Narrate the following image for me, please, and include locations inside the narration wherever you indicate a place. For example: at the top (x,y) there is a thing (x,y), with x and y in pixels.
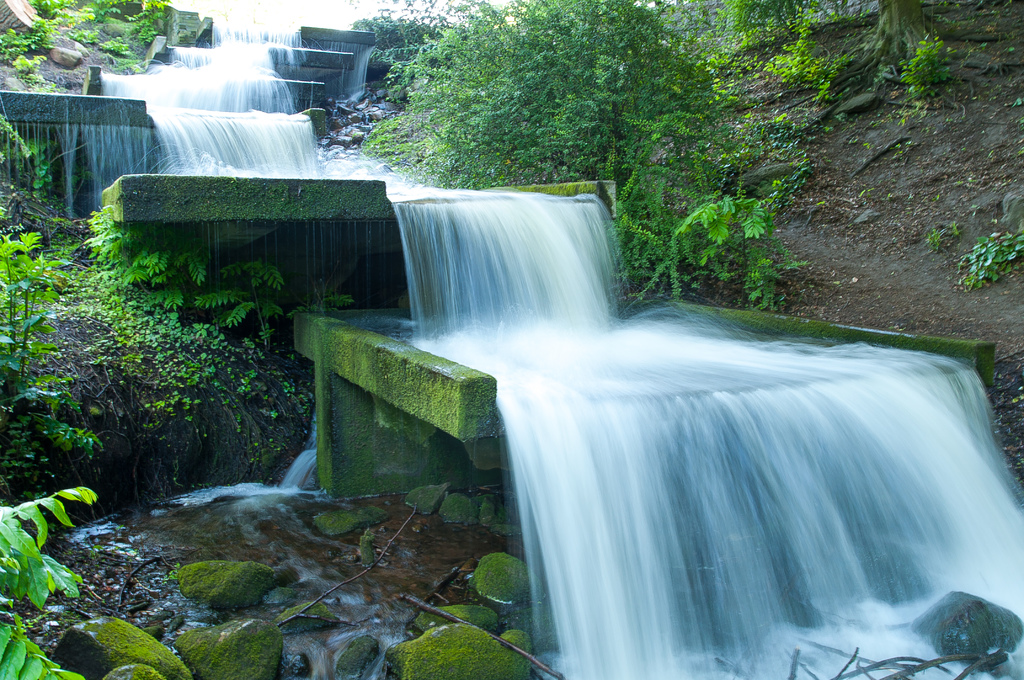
In this image we can see a waterfall (755,522) and there are plants (676,140). At the bottom (361,653) there are stones (246,591).
